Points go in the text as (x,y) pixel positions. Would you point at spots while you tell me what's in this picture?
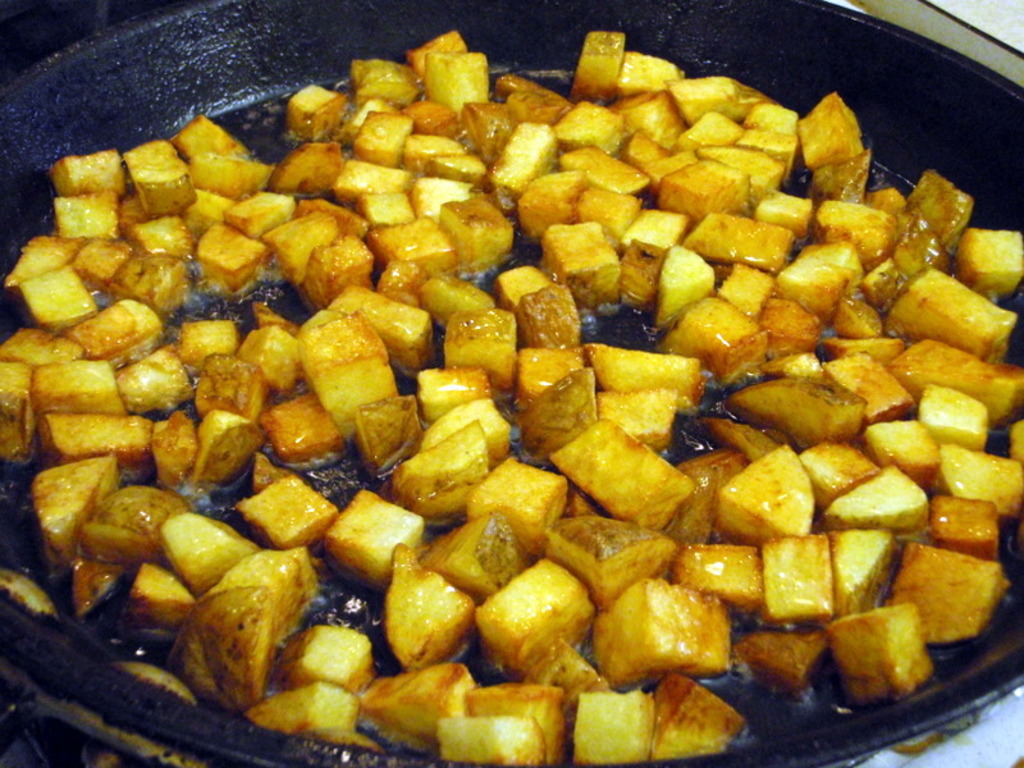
In this picture we can see a frying pan (756,3) and on the pan (1018,620) there is the food (318,268) and oil (254,118).
